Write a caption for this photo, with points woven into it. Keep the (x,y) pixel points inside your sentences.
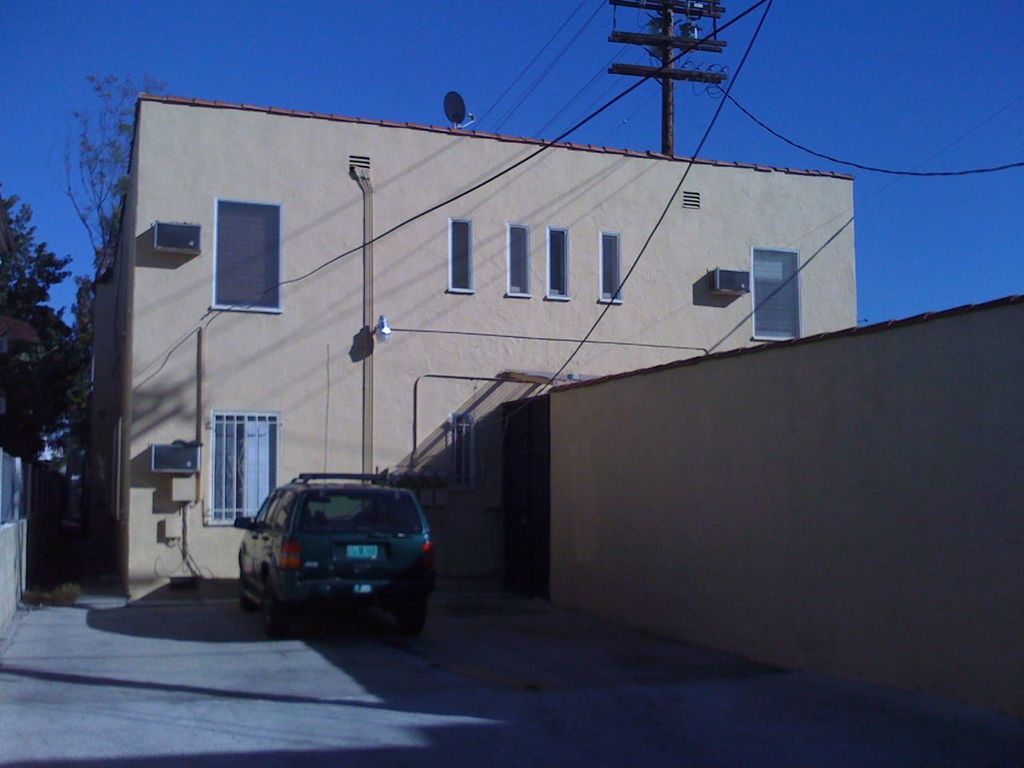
In this image I see a building (325,227) over here and I see the window glasses (264,272) and I see the wall (678,512) and I see a car (431,545) over here and I see the path (130,660). In the background (43,354) I see the trees (50,370), a pole (665,94), wires (717,109) and the blue sky (70,19).
